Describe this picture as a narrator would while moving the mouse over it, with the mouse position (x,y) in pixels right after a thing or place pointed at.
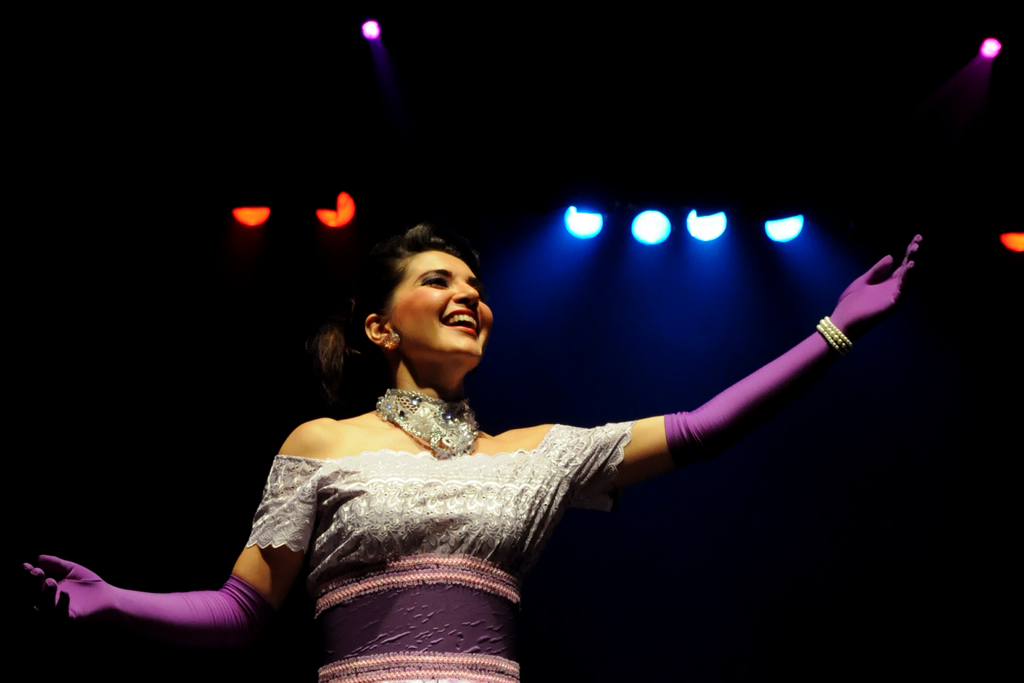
In this picture we can see a woman (370,674) smiling and in the background (285,156) we can see the lights (242,217) and it is dark.
